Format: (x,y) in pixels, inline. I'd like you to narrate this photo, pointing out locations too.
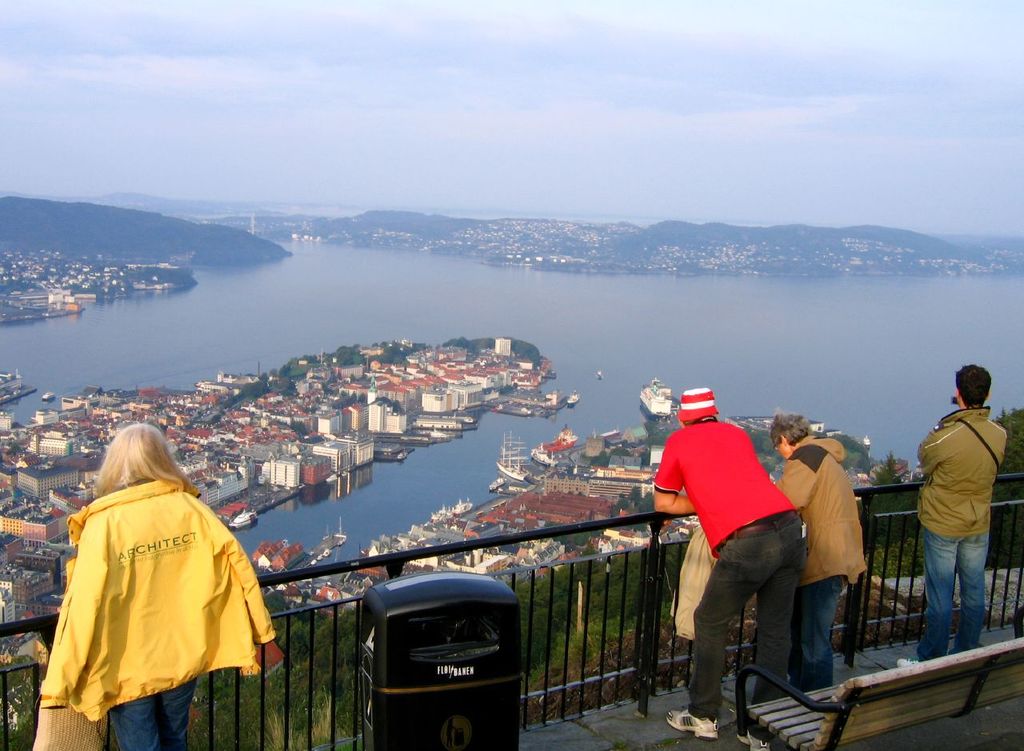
In this image we can see few people (815,524) standing near the railing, behind them there is a bench (829,698) and a trash bin (406,665) beside the person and there are few buildings (380,547), trees (542,611), ships (565,435) on water (638,308), mountains (644,233) and the sky (550,122).
